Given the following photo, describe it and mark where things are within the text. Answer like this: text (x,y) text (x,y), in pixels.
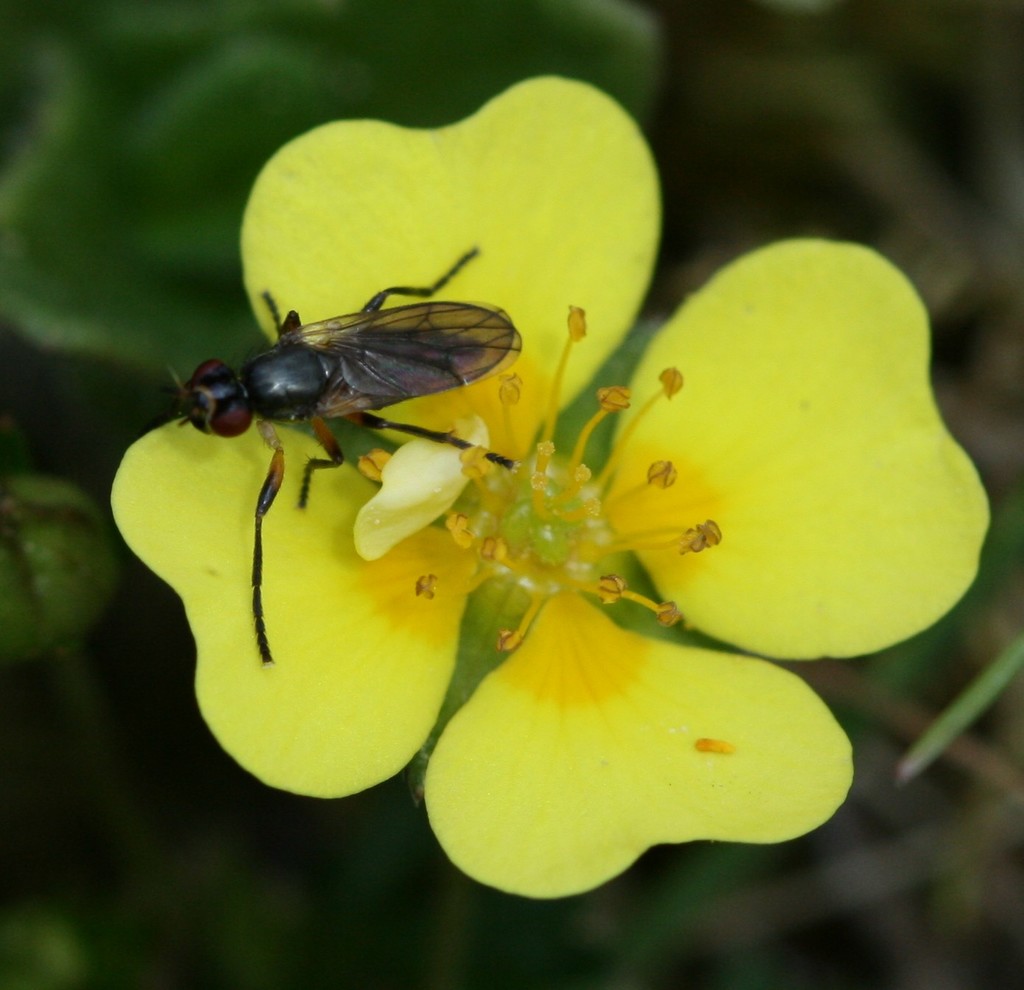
There is an insect (319,466) on a flower (380,508) in the center of the image (383,356).
